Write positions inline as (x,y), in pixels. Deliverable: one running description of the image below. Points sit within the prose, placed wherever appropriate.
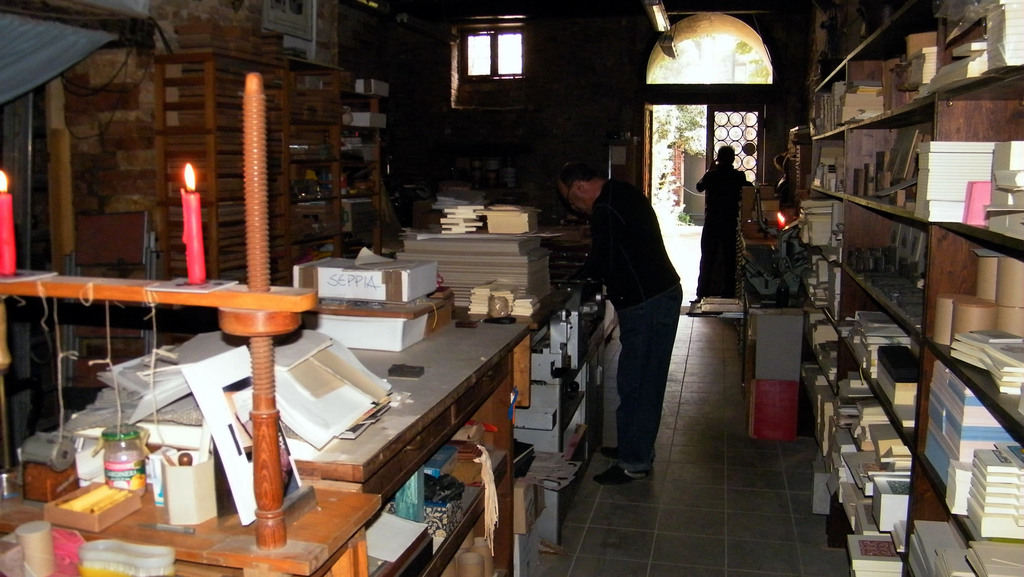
In this image in the middle (628,282) there is one man (635,326) who is standing. On the right side (883,397) there is one big rack (960,91) on that rack (923,341) there are some books (854,119) and on the left side (317,476) there is another table (335,476) and on that table (314,484) there are some files (471,252) and books (284,418) and papers (310,429) are there, and on the top (680,141) there is one door (702,146) and on the top of the image (484,45) there is one window (479,66) and on the left side (109,102) there is a wall (82,123). Beside the wall (86,137) there is one rack (301,126) in that rack (224,135) there are some books (224,148) and in the foreground (254,337) there is a stand (249,295) and two candles (192,236) are there.
